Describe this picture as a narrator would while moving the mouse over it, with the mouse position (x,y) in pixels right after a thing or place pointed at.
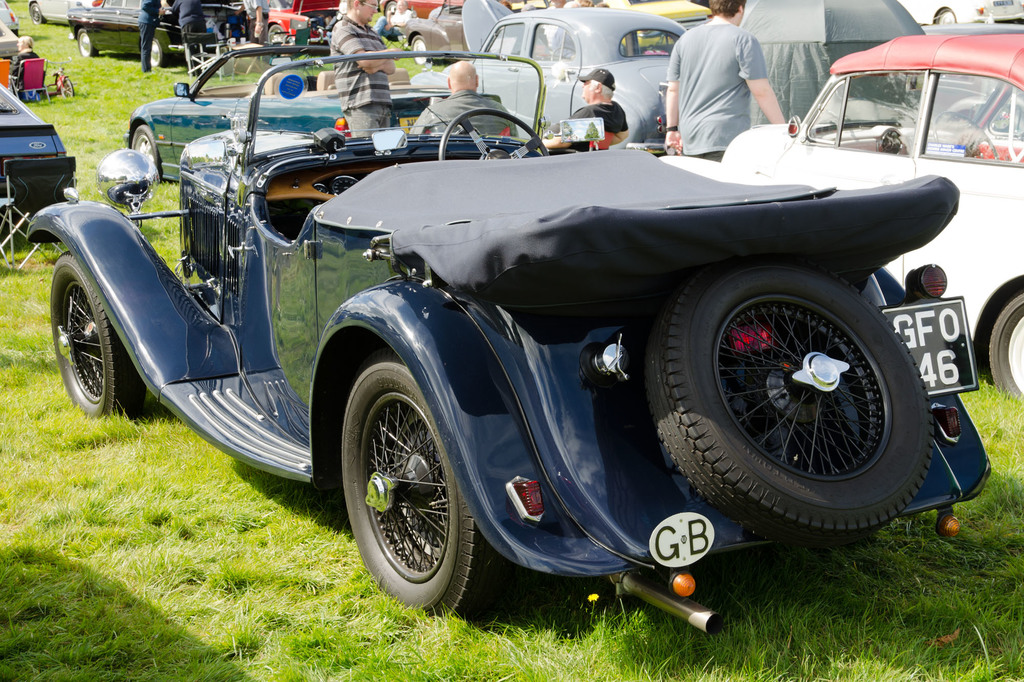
In this image I can see few vehicles (573,299) in different colors. I can see few people (369,48) are standing and few people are sitting. I can see the green color grass (60,621).
